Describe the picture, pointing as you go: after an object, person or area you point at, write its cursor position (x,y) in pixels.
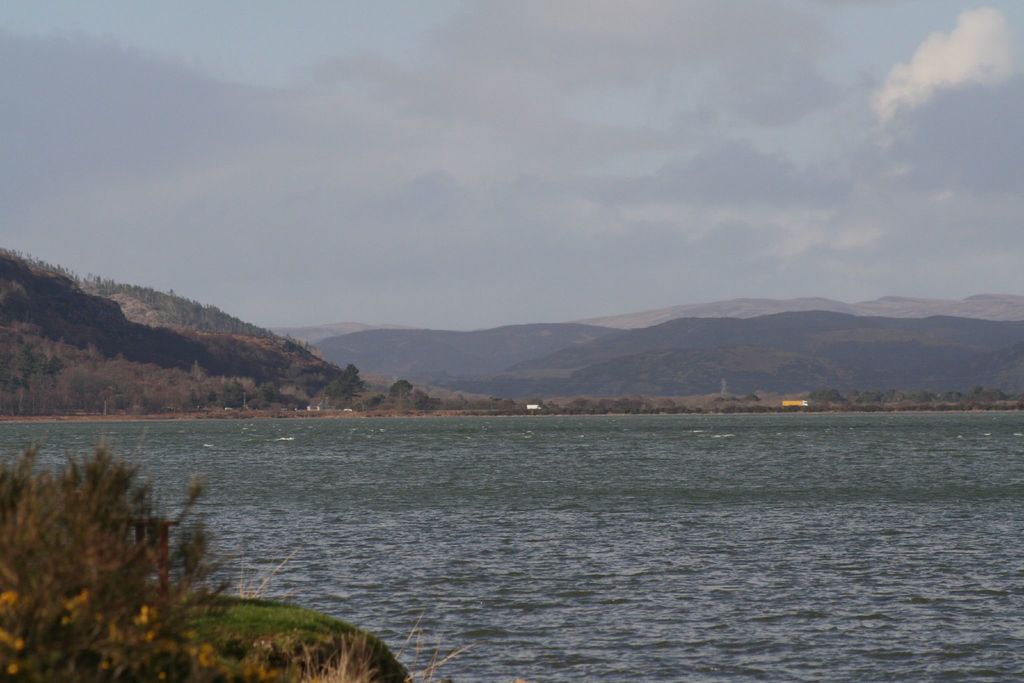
In this image we can see sky (387,186) with clouds (445,211), hills (494,334), motor vehicles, river (400,495) and plants (106,576).
